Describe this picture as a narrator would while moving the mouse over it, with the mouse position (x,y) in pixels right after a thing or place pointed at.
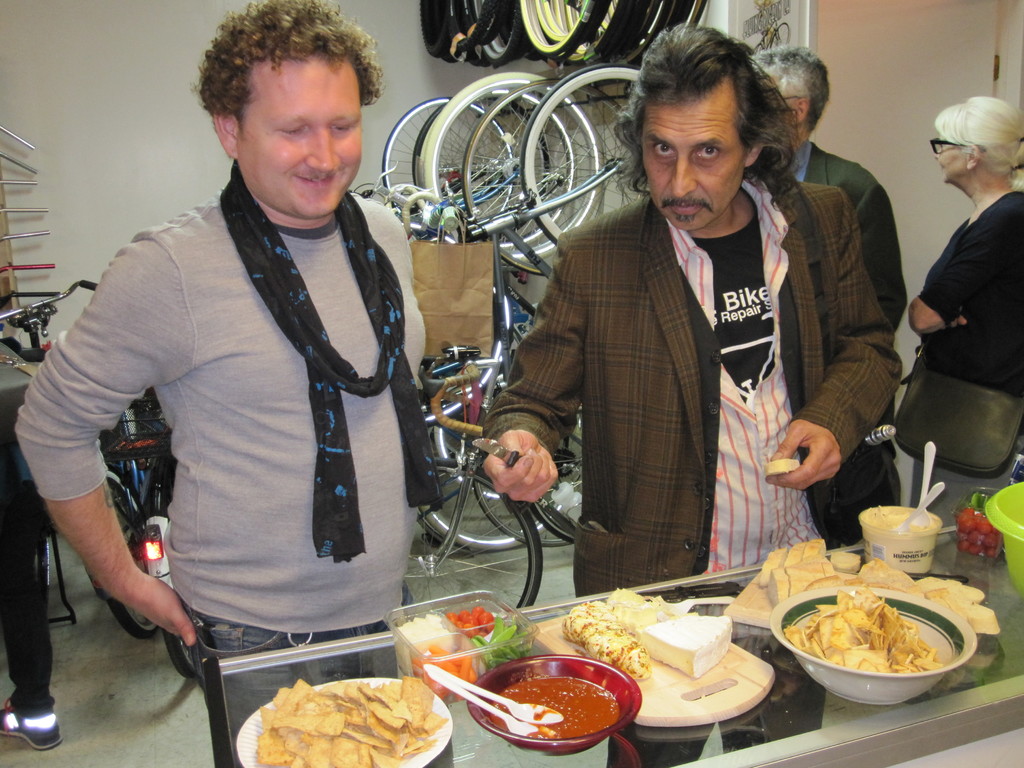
In this picture, we see three men (694,324) and a woman (1007,199) are standing. In front of them, we see a table (866,737) on which a bowl (819,660) containing the food (903,633), spoons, chop boards (744,673), a plate (433,707) containing food items (428,724) and the bowls (1001,514) are placed. Behind them, we see the bicycles (471,395). On the left side (8,422), we see bicycles (18,378). In the background (122,102), we see a white wall (449,66) and beside that, we see a white door (881,120).
